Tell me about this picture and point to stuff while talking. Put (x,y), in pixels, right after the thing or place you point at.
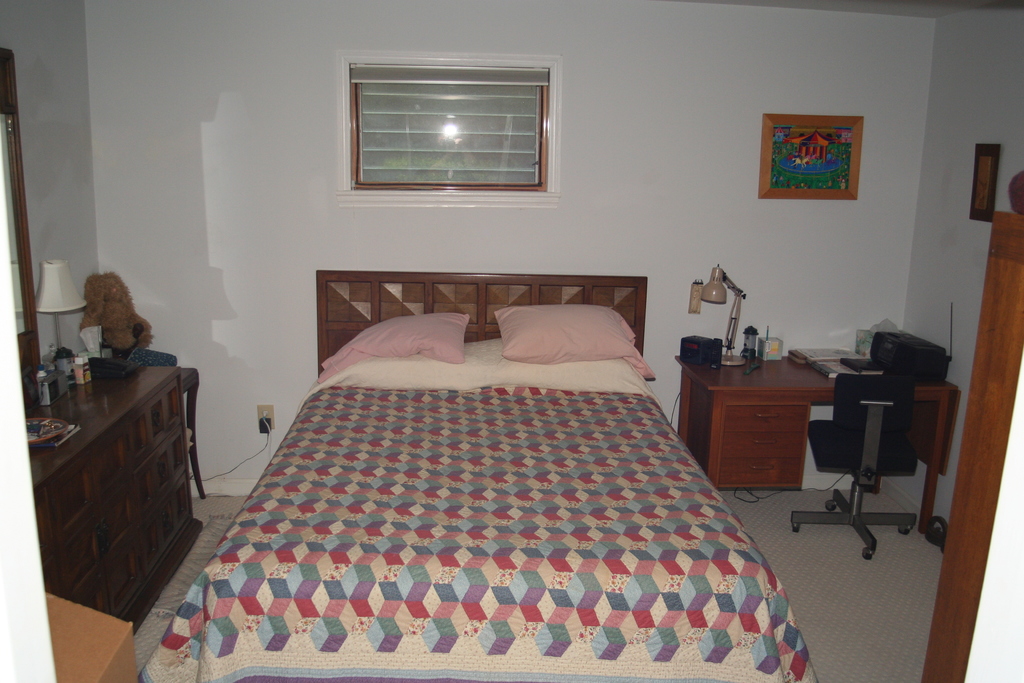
In this picture we have a bed (524,499), blanket (465,527), pillows (590,334). There is a mirror (26,291) and a photo frame (763,175).
